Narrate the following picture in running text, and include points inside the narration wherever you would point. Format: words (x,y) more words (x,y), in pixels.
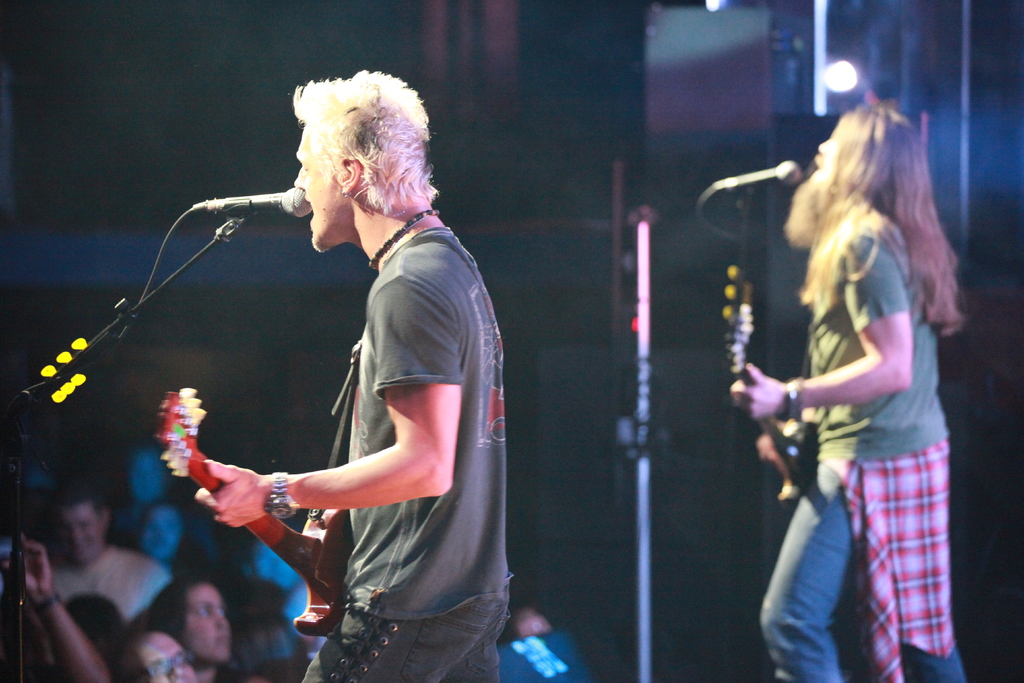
In the image it looks like a concert, there are two people (477,359) standing on the stage (545,355) both of them are singing song, there is a mike (249,203) in front of them, both are playing guitar (197,465) too, there are many people (124,609) in front of them enjoying the music, in the background (715,9) there are few lights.
